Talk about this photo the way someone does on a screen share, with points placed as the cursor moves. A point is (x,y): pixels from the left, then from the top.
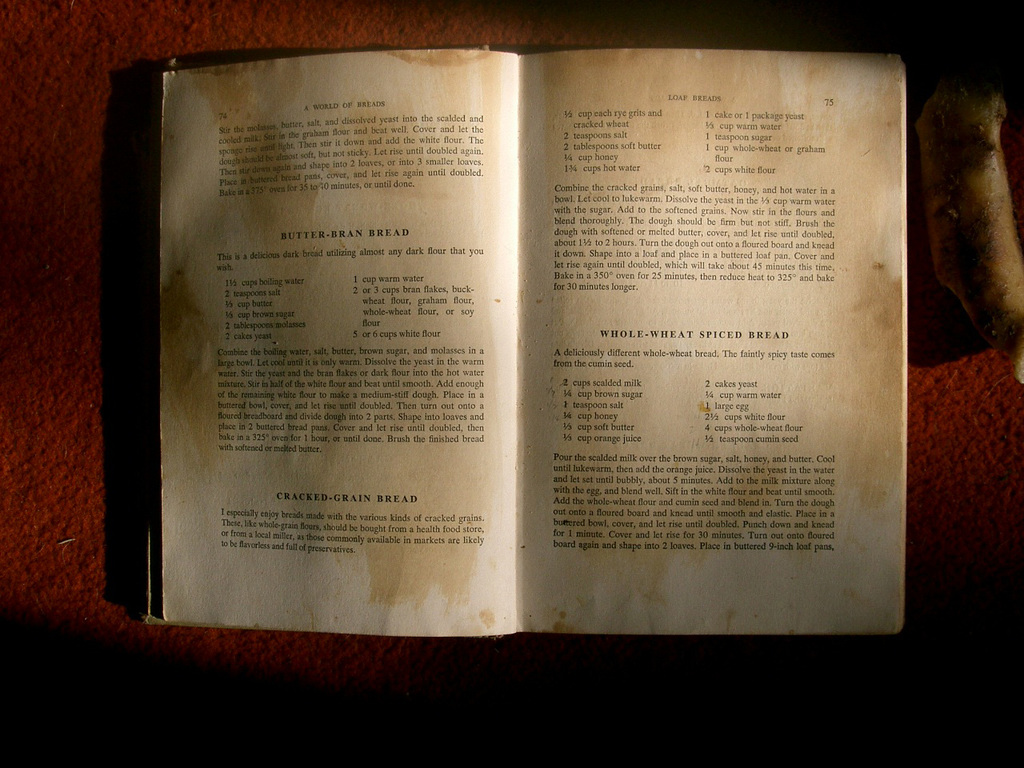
In this image there is an open book (413,389) with some text (474,407) on it.
